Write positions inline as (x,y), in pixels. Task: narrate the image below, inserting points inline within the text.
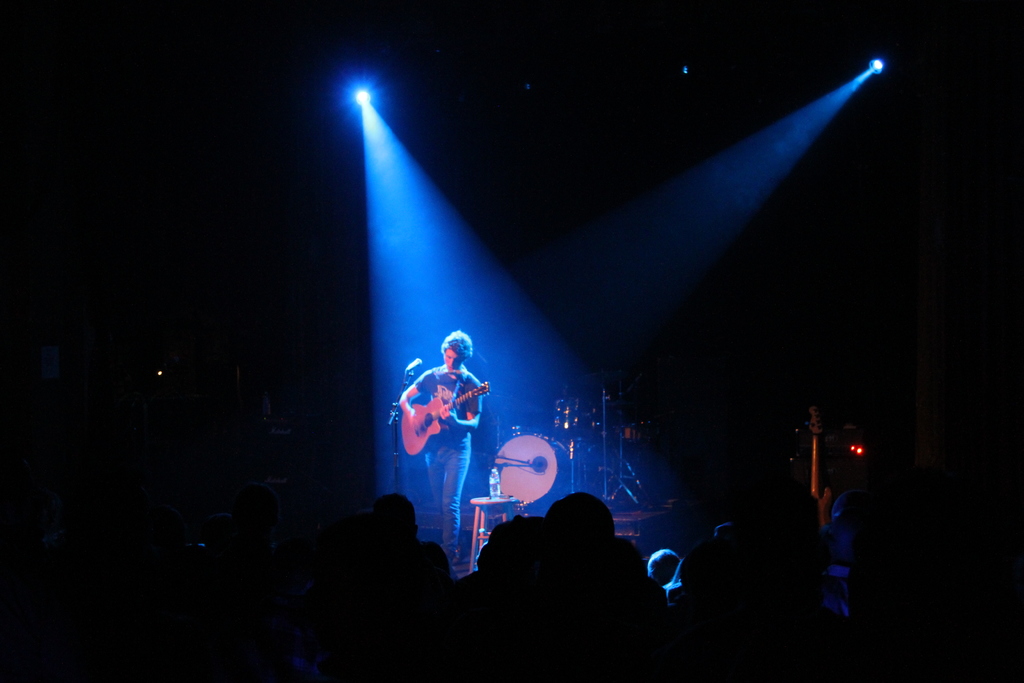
In this image we can see a few people (603,582), in front of them there is a person (469,388) standing and playing a guitar (432,431), there are some stands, lights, mic (542,464), stool (495,504), water bottle (494,482) and some other objects (543,477).
